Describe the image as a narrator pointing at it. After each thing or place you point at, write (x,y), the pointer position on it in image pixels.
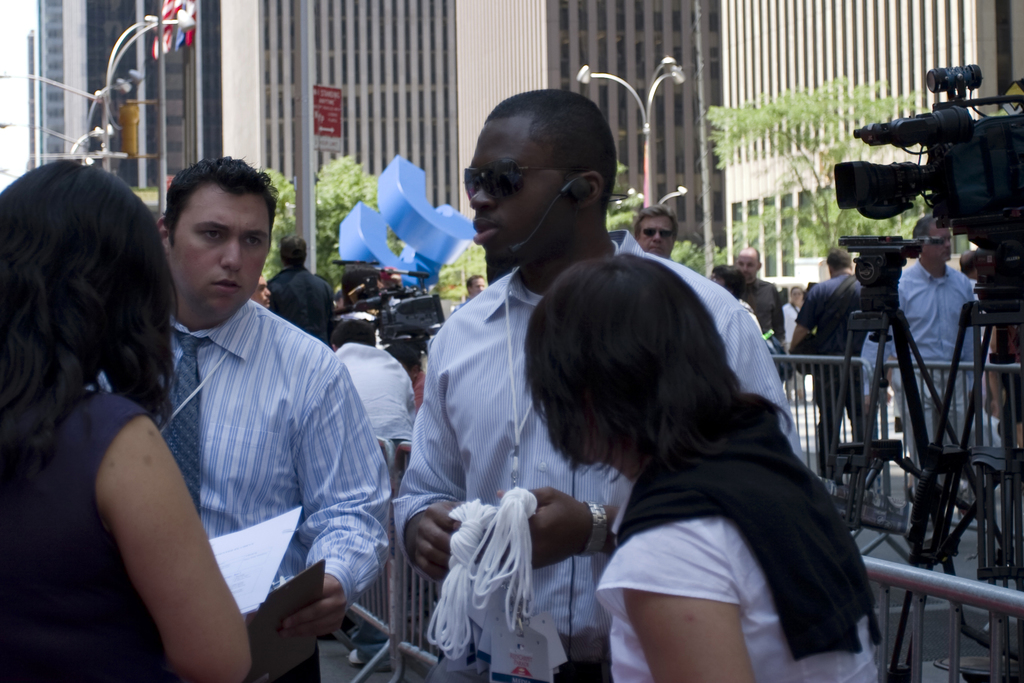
In this image there are people (695,320). There is a metal fence (934,582). There are cameras (907,193) and a few other objects (1013,516). In the background of the image (693,110) there are light poles (645,145), buildings (778,8), trees (773,141).
